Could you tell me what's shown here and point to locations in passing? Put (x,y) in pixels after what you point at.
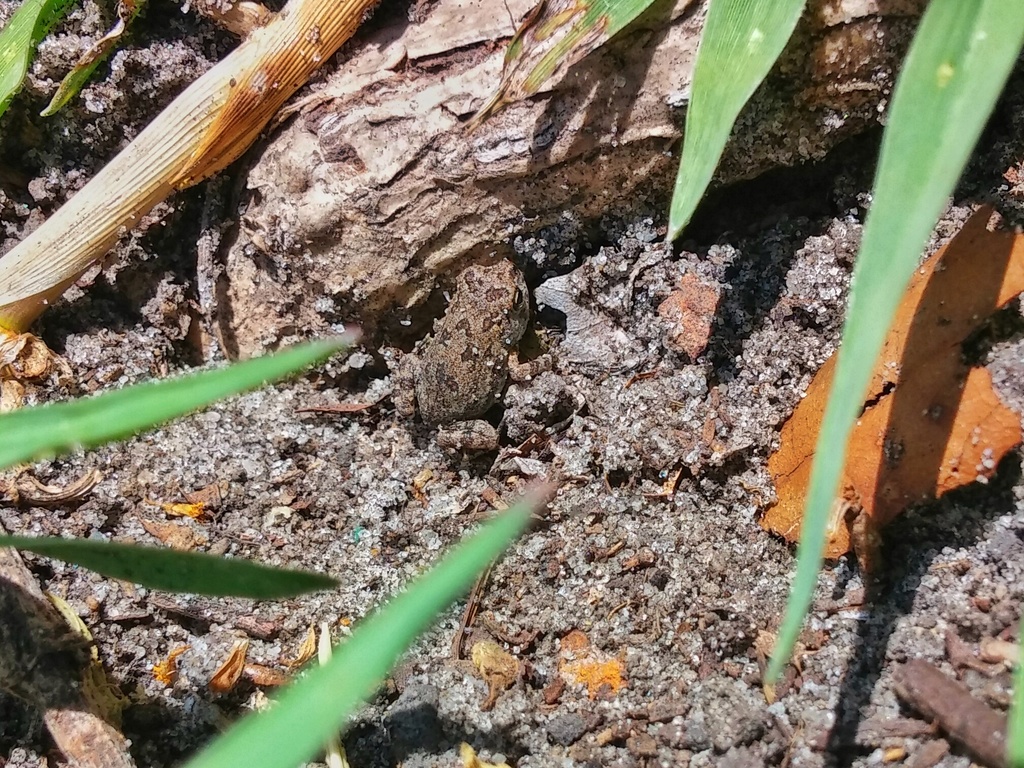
In this picture we can see a frog (508,274), leaves (320,710) and some objects (226,675).
